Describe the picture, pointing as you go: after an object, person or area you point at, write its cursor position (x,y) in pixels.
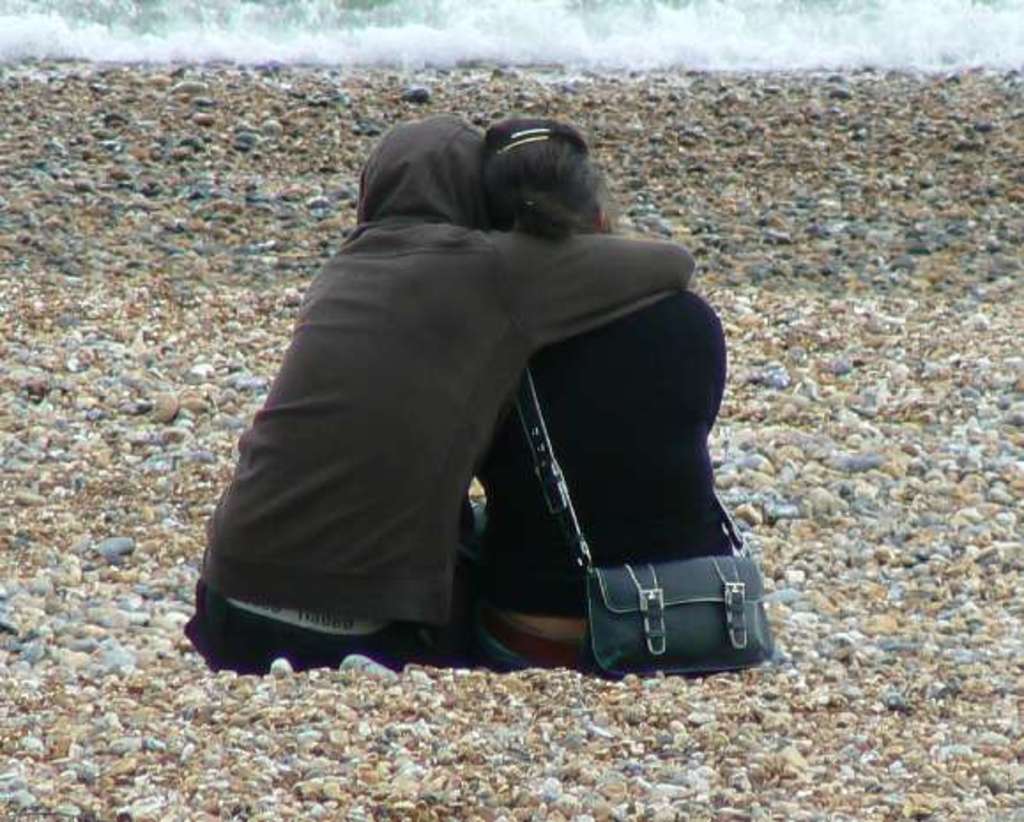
here in this picture we can see two persons (538,490) sitting on the stones (153,211) we can also see the water (667,21) near the stones (730,89).
